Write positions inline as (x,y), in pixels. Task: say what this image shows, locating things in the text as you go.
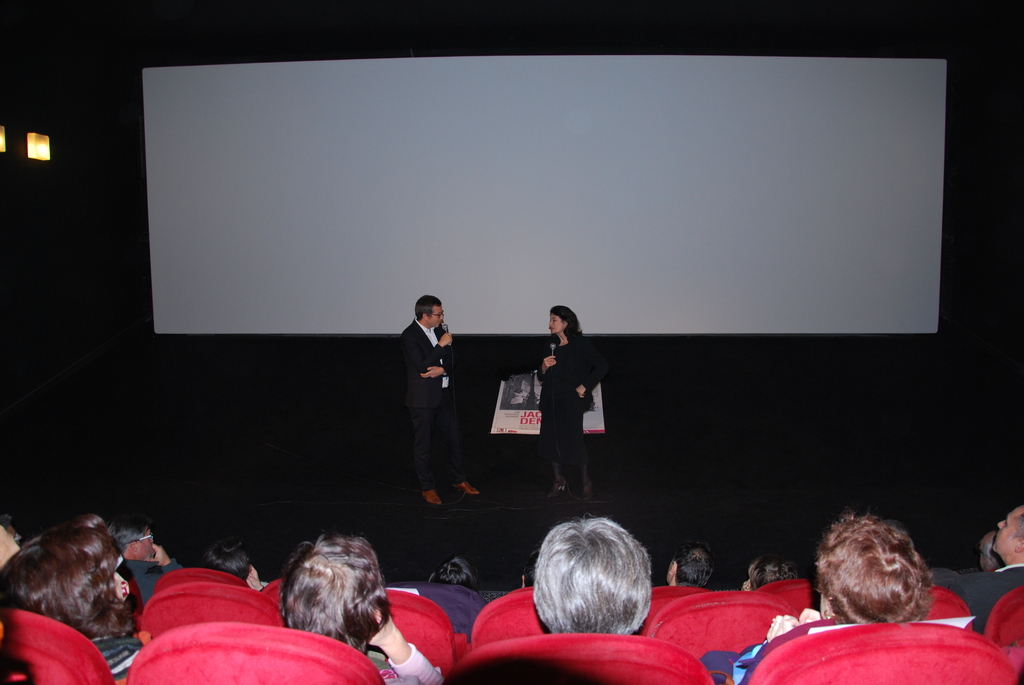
In this image I can see group of people (634,594) sitting, background (436,392) I can see two persons (420,380) standing and they are holding two microphones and I can see the screen (381,150) and few lights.
